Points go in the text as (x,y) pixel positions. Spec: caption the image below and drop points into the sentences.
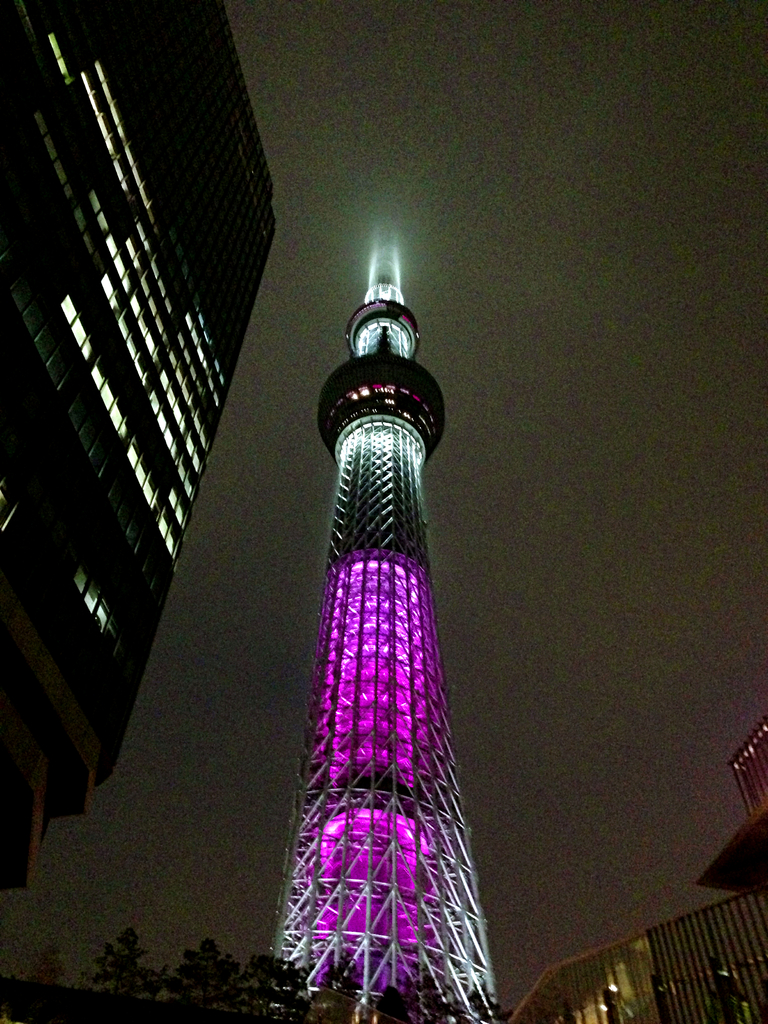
This image is taken outdoors. At the top of the image (431,258) there is the sky (479,776). At the bottom of the image (165,999) there are a few trees (177,989). In the middle of the image (344,564) there is a tower (380,743) with many lights (377,459). On the left side of the image (83,273) there is a building (192,438). On the right side of the image (617,981) there is a building (724,960).
